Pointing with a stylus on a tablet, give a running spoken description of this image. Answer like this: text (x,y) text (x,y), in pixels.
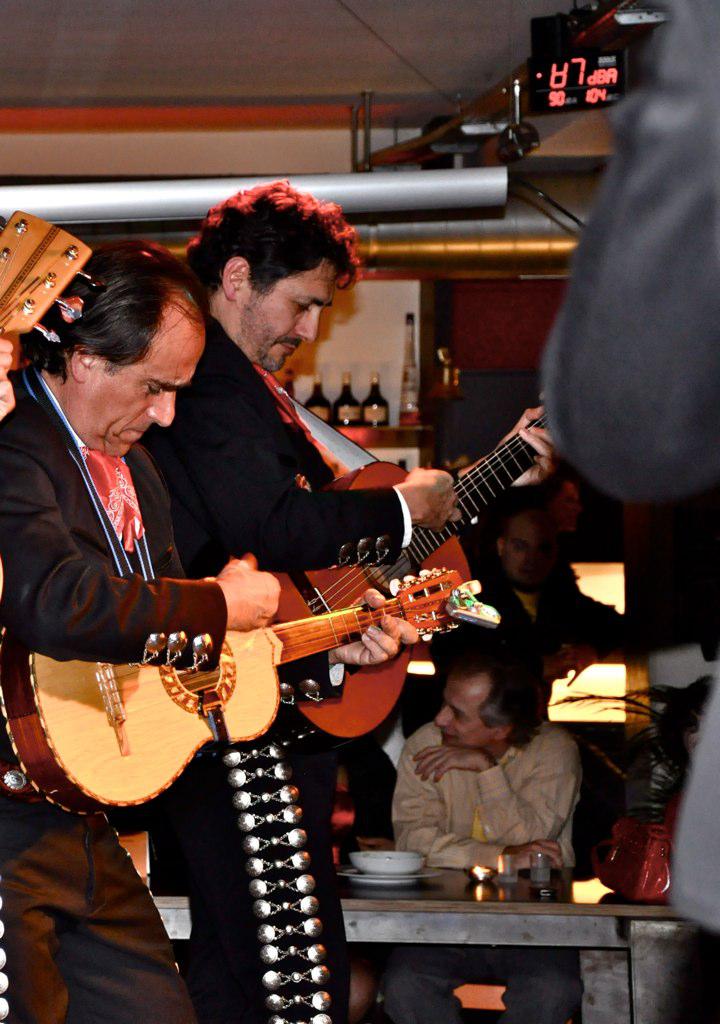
Two men (151,428) are playing guitar (293,596) and a man (578,774) is sitting at a table (544,912) in the background (467,789).
